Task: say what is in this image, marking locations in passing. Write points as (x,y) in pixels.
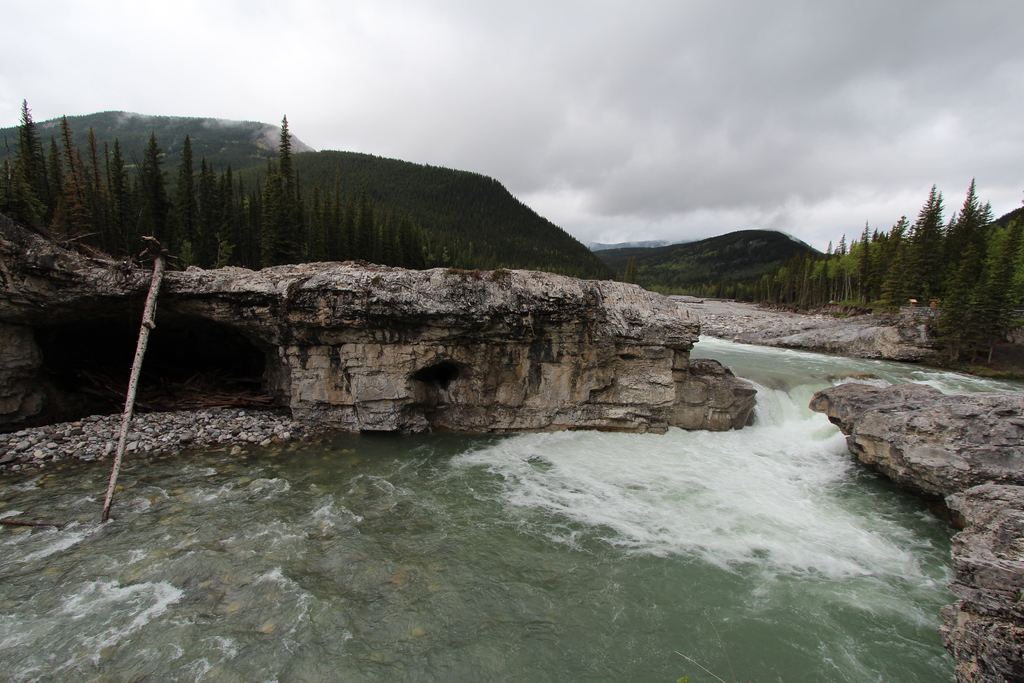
In this image we can see the water (352,569), stones (206,421), rocks (445,398), trees (669,268), hills (306,176) and the cloudy sky (510,146) in the background (685,192).
